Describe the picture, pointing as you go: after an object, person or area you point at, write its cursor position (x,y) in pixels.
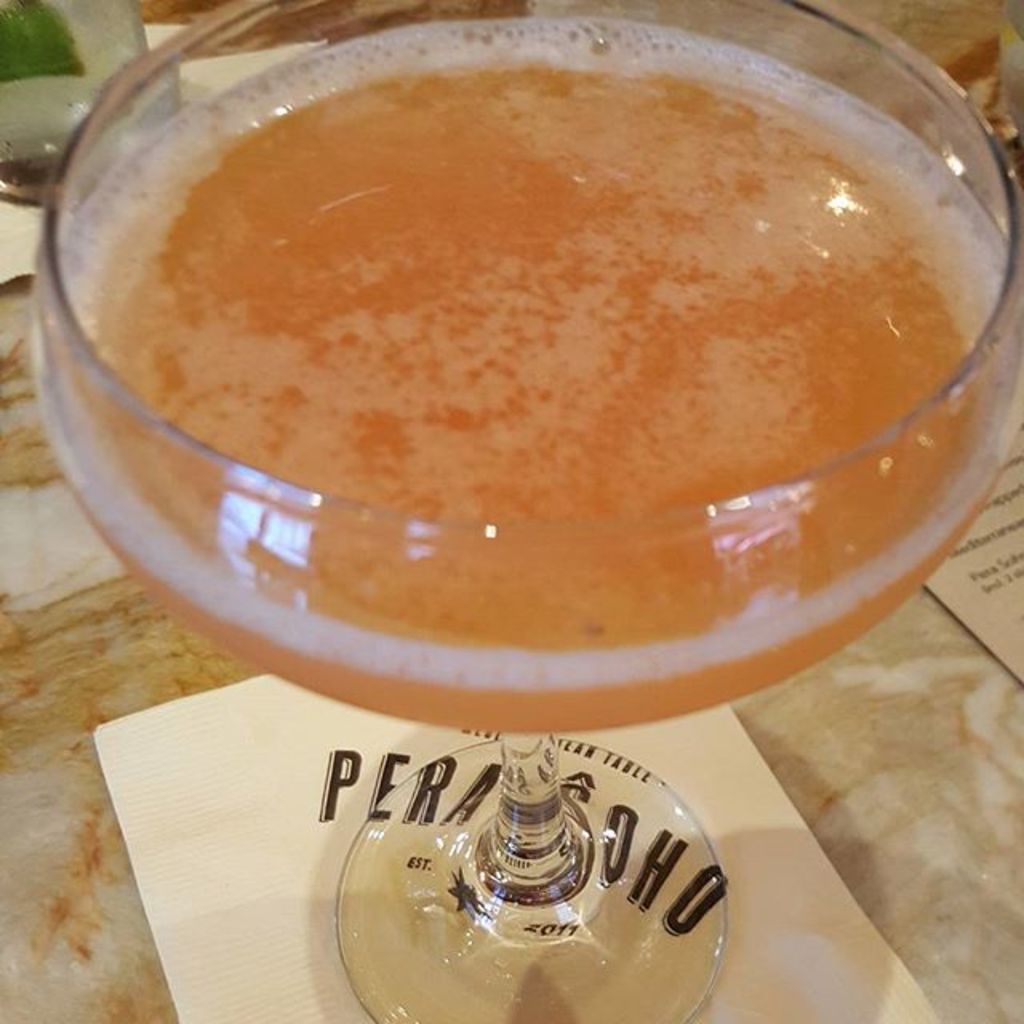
In this picture we can see a glass of drink (620,541) here, at the bottom (803,989) there is a tissue paper (780,927).
